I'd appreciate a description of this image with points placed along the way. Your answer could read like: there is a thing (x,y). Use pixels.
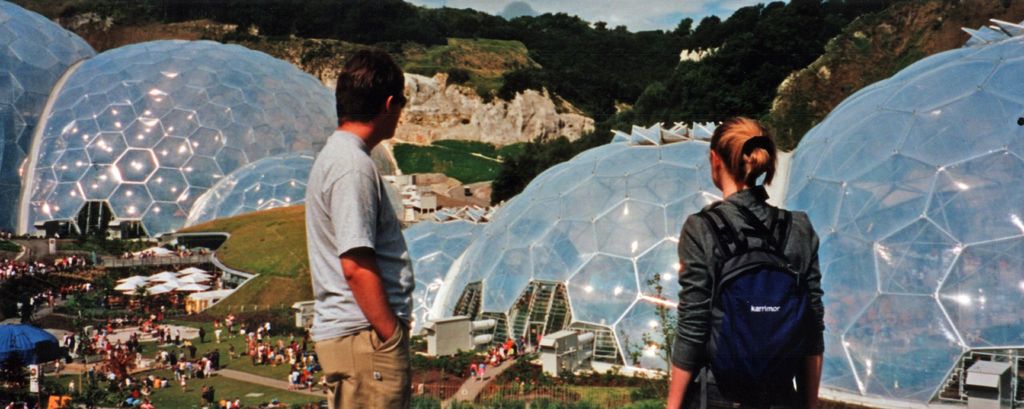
In the image we can see there are people (363,383) standing on the ground (223,372) and there are lot of people (260,331) standing on the ground (159,371). The ground (217,305) is covered with grass (236,255) and there are buildings (665,202) in the shape of igloo (1002,323). Behind there are rock hills (513,133) and there are lot of trees (688,26).
